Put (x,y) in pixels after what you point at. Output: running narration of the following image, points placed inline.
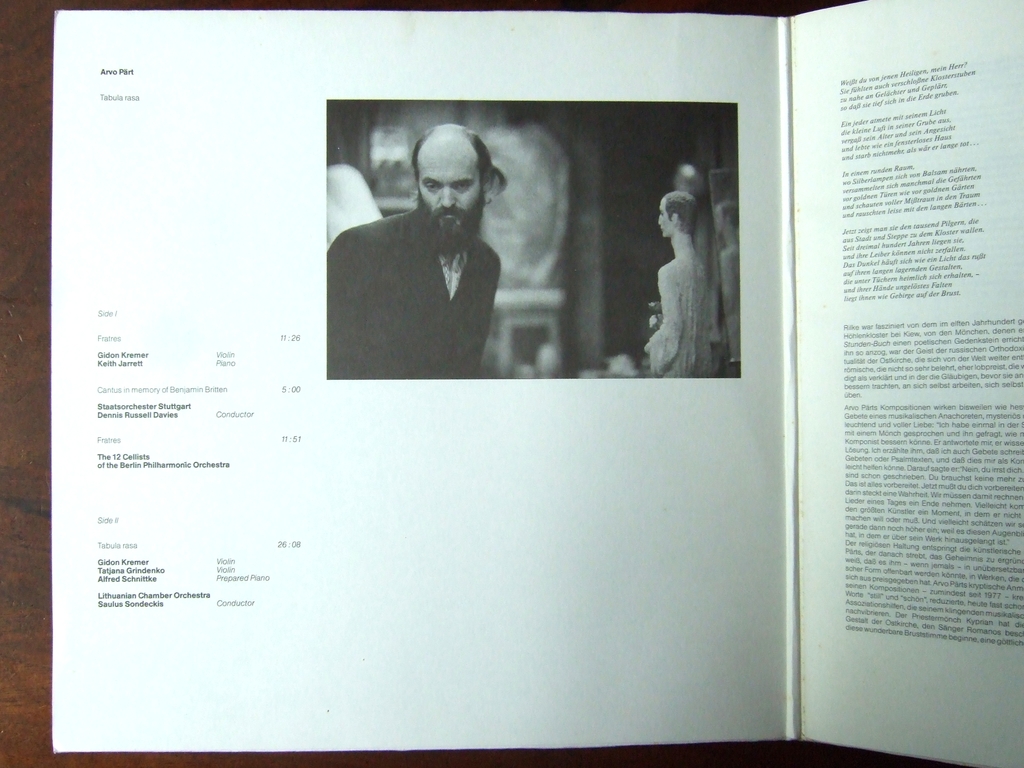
In this picture I can see a book (172,596) on the wooden object (8,189), there is a photo (557,110) on the paper (309,534), there are words (920,261) and numbers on the papers (608,555) of the book (632,500).
